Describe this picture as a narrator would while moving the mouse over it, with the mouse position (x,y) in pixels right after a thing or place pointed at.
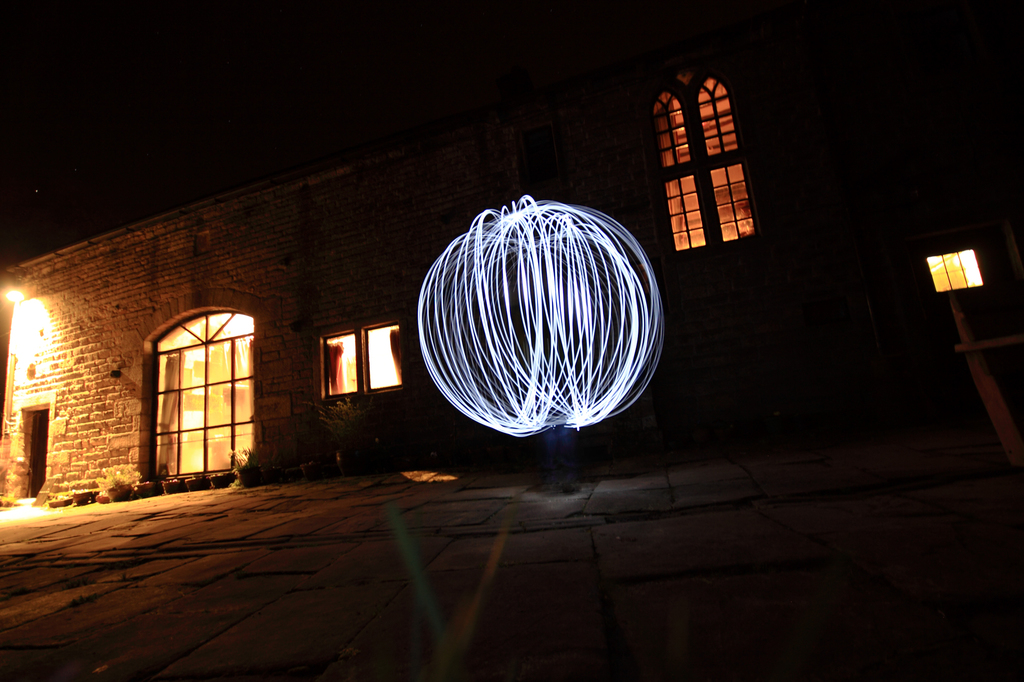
In this picture I can see a building (444,135) and I can see glass windows (233,404), lights (19,297) and I can see dark background (24,44).
